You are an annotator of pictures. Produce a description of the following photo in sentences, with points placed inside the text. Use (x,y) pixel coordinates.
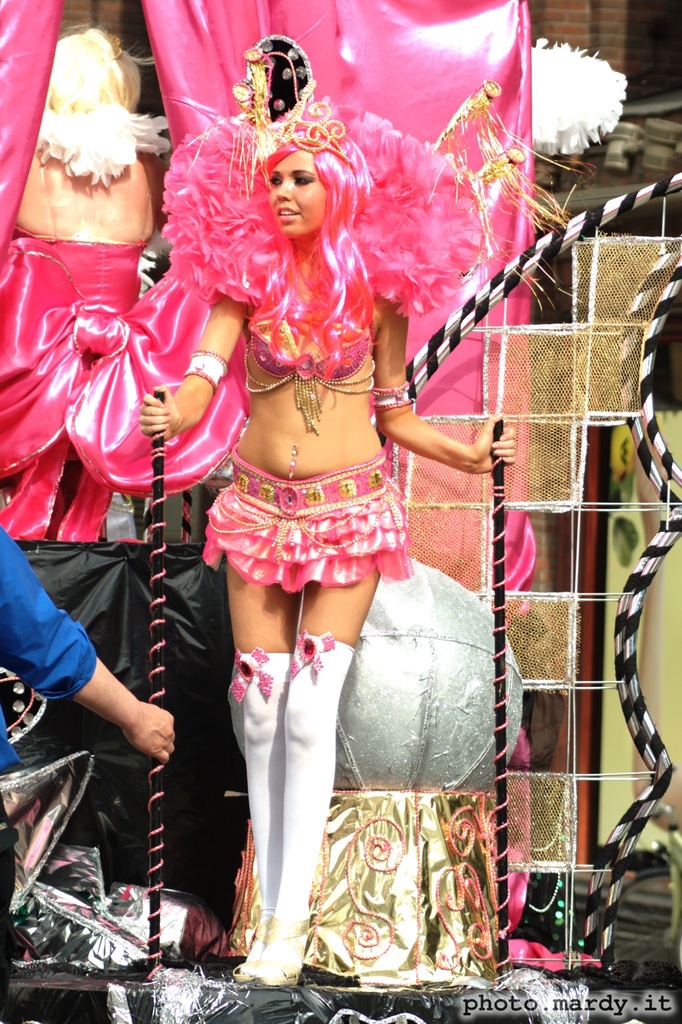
In this image I can see the person (178,403) with the costume (227,496) and holding the sticks (499,554). To the left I can see the hand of one more person (37,679). I can see the pink and black color clothes (213,457). In the background (555,24) I can see the brown color brick wall (538,25).
